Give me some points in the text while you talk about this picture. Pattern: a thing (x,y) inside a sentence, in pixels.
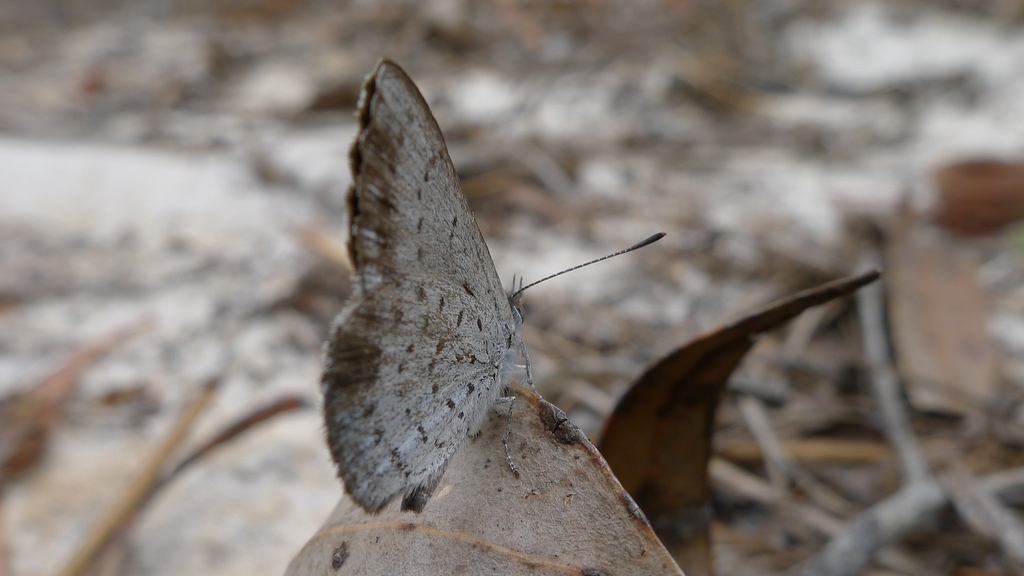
In the image we can see there is a butterfly (427,407) standing on the leaf (588,515). Behind the image is little blurry.
